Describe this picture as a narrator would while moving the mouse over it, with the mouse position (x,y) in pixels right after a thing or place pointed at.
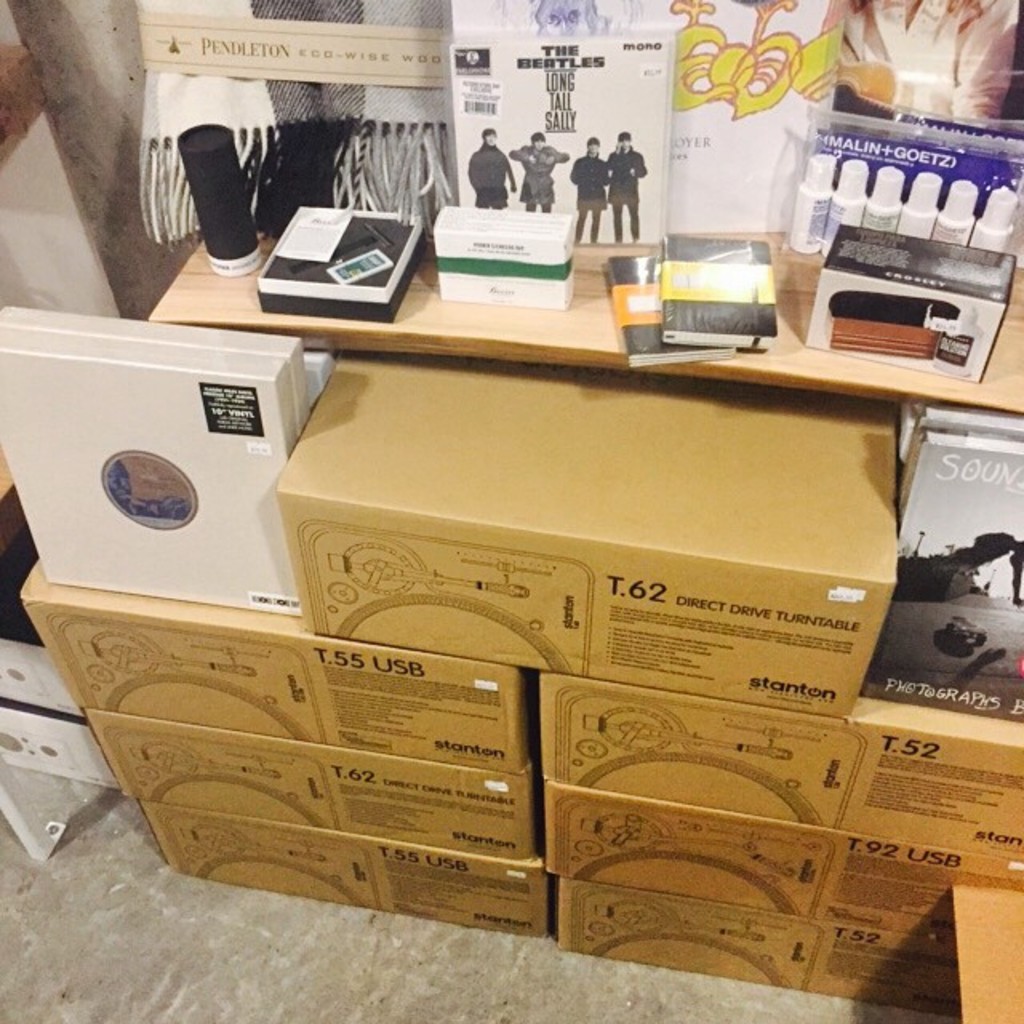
Here we can able to see number of cardboard boxes (578,525). Above this cardboard boxes (806,446) there are bottles (820,198), books (721,265) and box (891,293).
